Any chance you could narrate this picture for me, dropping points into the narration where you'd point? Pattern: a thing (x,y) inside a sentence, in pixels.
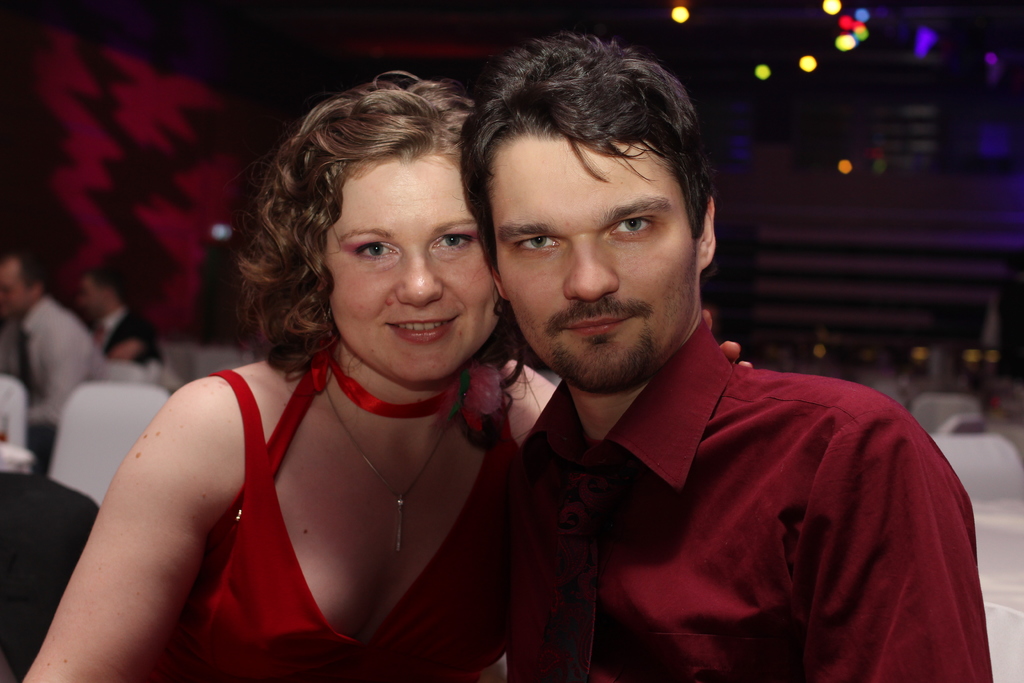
In this picture we can see two people (590,531), they are smiling and in the background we can see people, chairs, lights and some objects (1018,499).
